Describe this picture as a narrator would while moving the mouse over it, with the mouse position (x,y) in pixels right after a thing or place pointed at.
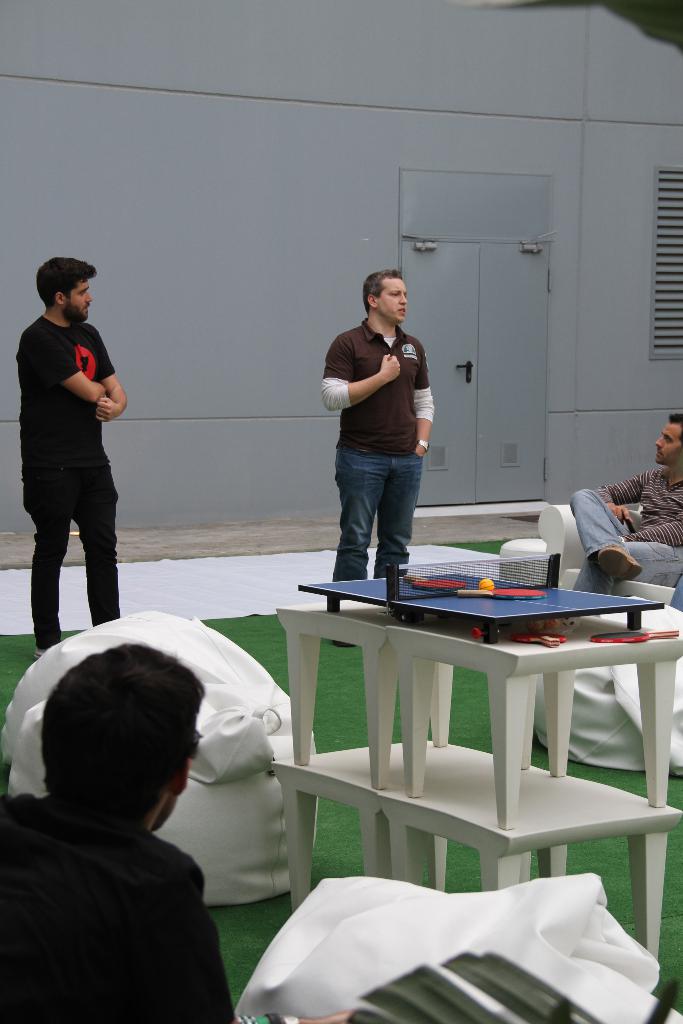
There are two people (91,444) standing and two people (148,903) sitting. This looks like a table tennis toy (645,608), which is placed on the tables (398,830). I think these are the bean bags (249,718). I can see the carpets (246,583) on the floor (240,542). This is a door (462,365) with a door handle (468,374).
